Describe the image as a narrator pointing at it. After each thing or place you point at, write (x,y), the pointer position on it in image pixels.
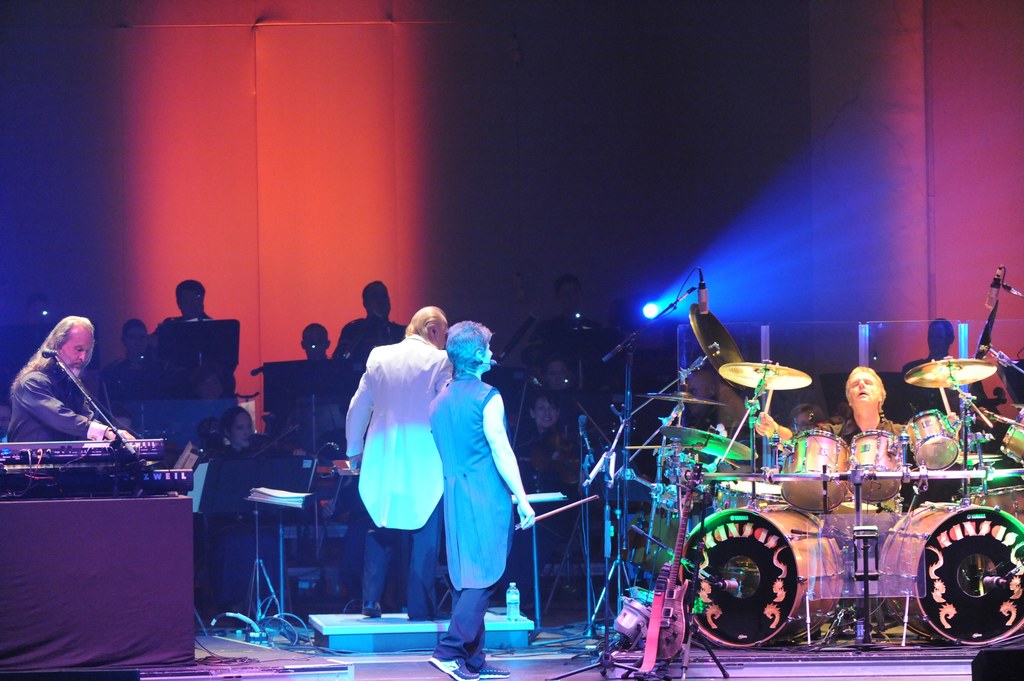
In this image I can see the group of people (882,423) and these people (875,411) are playing the musical instruments (863,444).
